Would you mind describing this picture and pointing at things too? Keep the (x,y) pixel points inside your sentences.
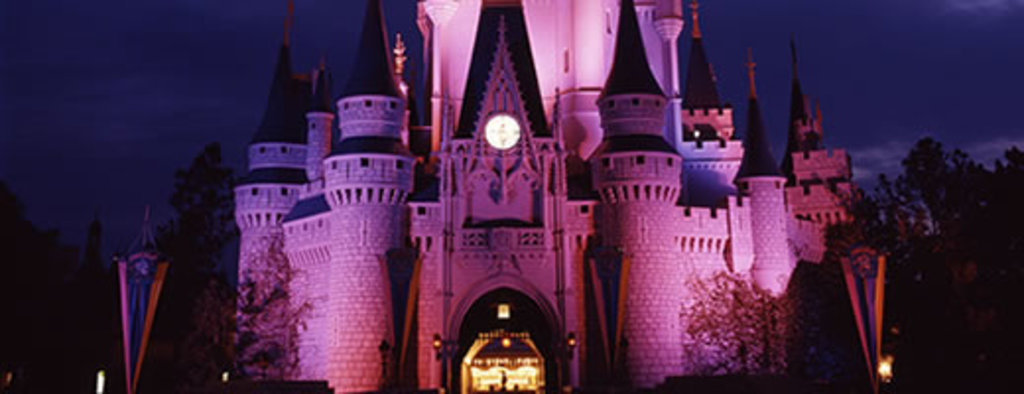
In the center of the image (351,202) there is a building (638,316). To the right side of the image (924,263) there are trees (964,225). At the top of the image (869,25) there is sky (825,28).
